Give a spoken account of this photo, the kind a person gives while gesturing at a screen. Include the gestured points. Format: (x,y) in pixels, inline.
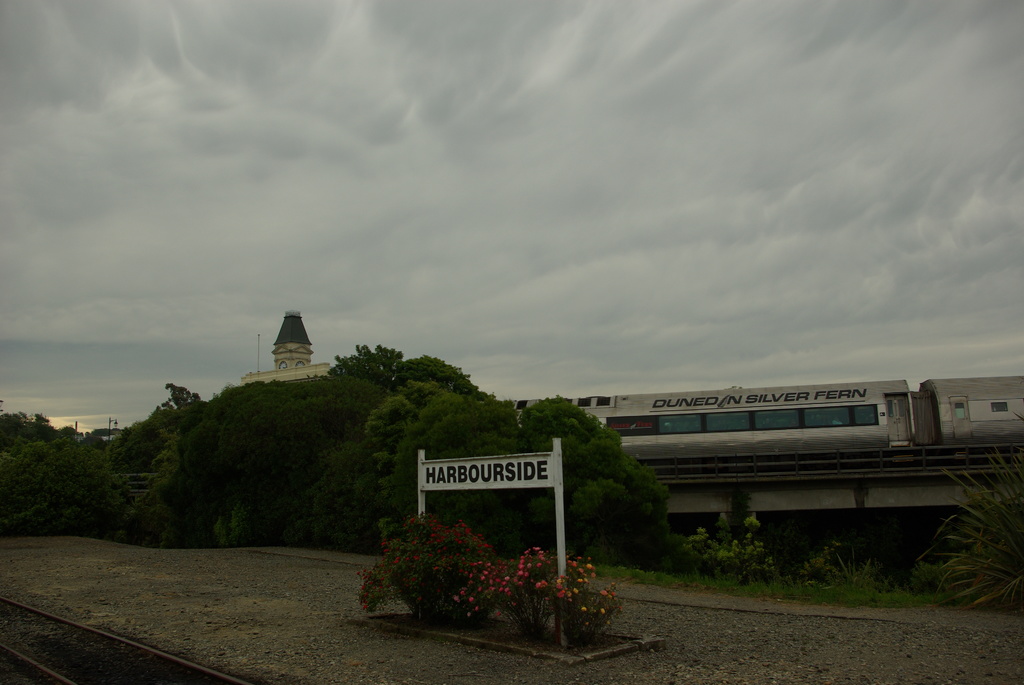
In this image there is the sky (524,168) towards the top of the image (539,140), there are buildings (290,354), there is text (756,399) on the train (798,403), there is a train (789,418) towards the right of the image (819,413), there are trees (260,448) towards the left of the image (148,436), there are plants (960,527) towards the right of the image (822,561), there are flowers (512,567), there is a board (498,473), there is text (469,474) on the board (475,461), there is ground (465,651) towards the bottom of the image (85,665), there is a railway track (83,651) towards the bottom of the image (68,651).
